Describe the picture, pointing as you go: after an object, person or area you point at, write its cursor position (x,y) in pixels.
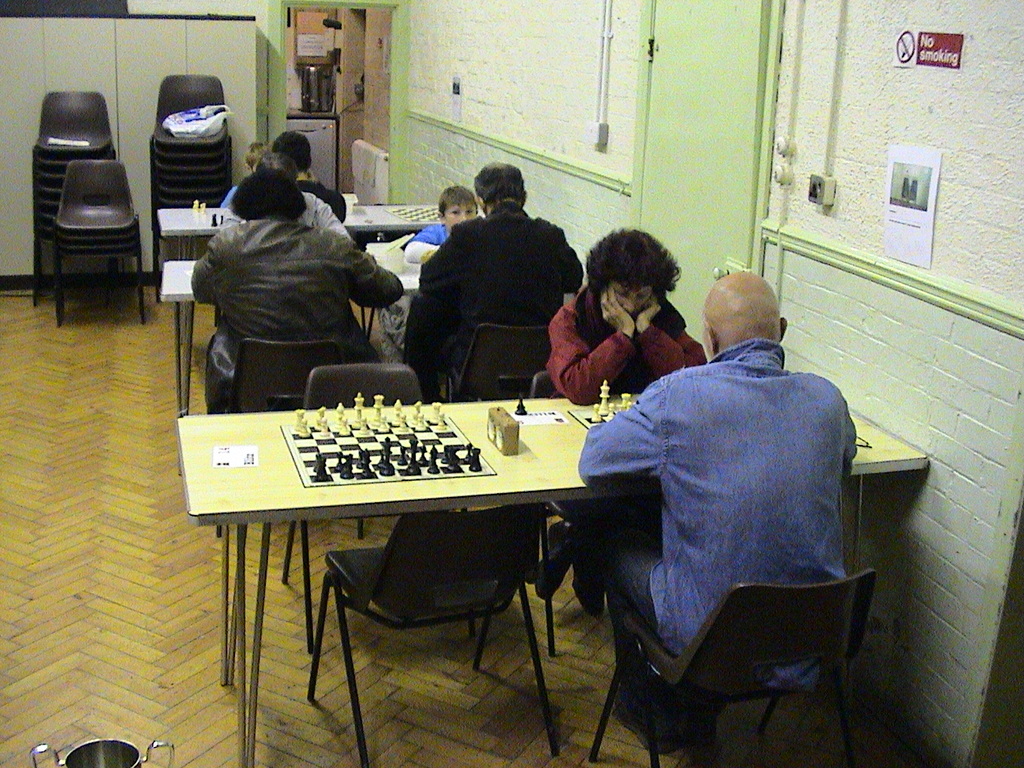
In this image, group of people (677,403) are sat on the black color chair (436,558). We can see 3 tables (226,436). On top of table (551,462), few items (302,439) are placed. On right side (896,339), we can see white and green color wall (889,286) and door (708,230) where, there is a sticker (910,201) on it. There is a sign board (922,50). On top of the image (310,124), we can see machines (318,103), some box (323,129), containers (316,95). Here few chairs (102,188) and silver color, container (108,751).
